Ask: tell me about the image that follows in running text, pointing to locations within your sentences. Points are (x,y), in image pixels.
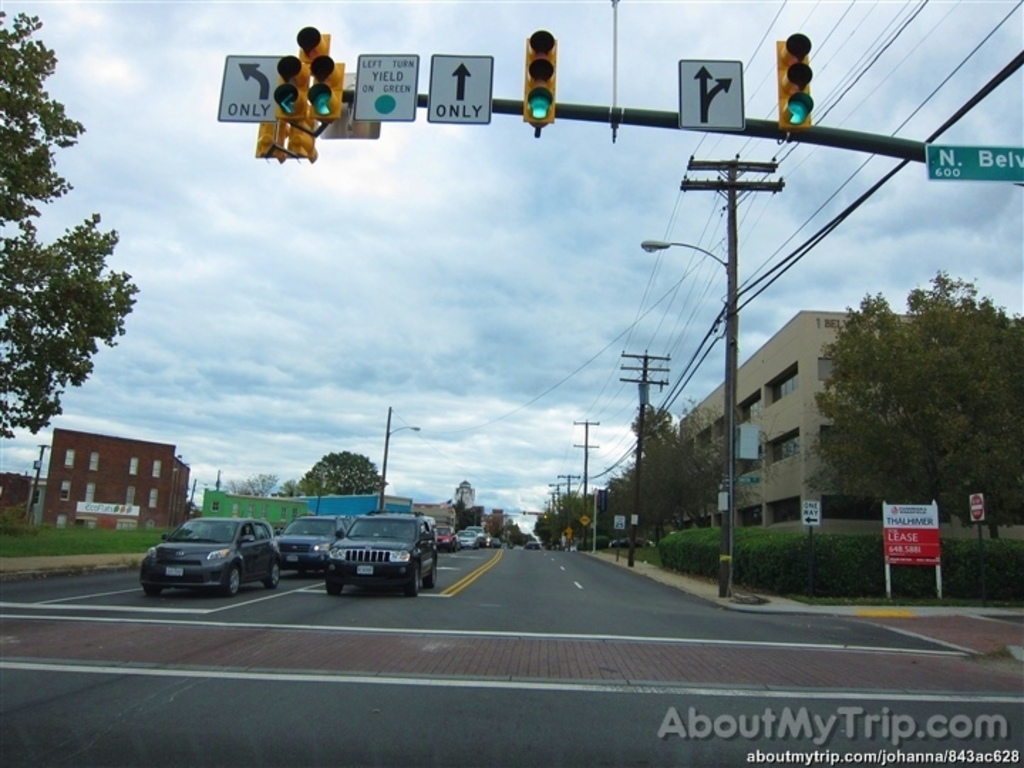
In this image there are signal lights (540,49), boards (717,99), poles (729,544), lights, trees (919,404), grass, road (592,596), plants (788,550), vehicles (415,549), buildings (108,498) and objects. In the background of the image (608,236) there is a cloudy sky (724,138). At the bottom of the image (798,721) there is a watermark (779,725).
